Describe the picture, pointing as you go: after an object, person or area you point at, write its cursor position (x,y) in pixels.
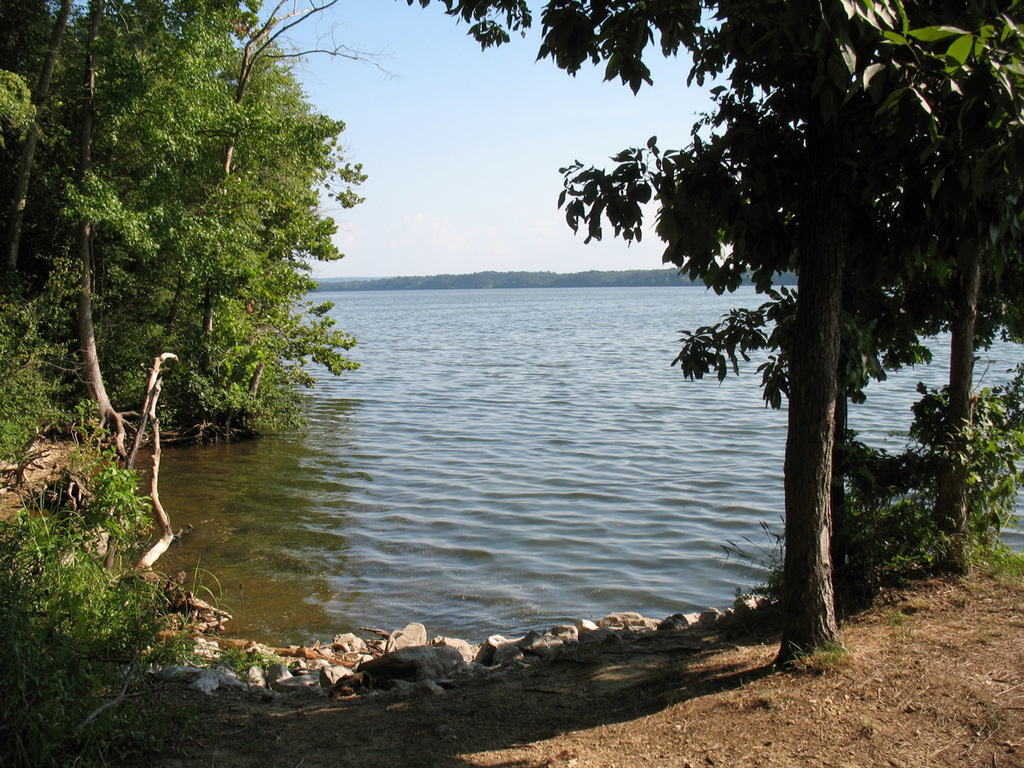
In this picture we can observe a river (433,437). There are some stones (195,675) on the bank (643,646) of this river (500,319). We can observe some trees (156,241). In the background (492,200) there is a sky (484,186).
